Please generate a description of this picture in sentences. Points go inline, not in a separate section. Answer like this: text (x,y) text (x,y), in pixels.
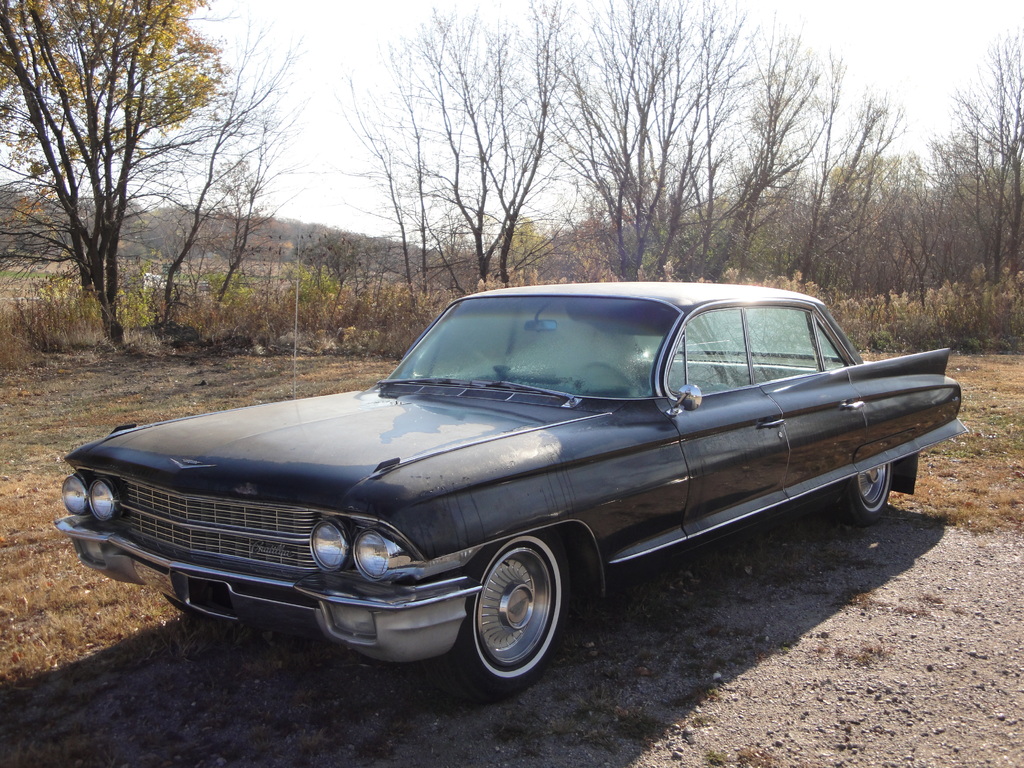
We can see a black color car (603,494) on the ground (359,744). In the background (46,239) there are trees (108,313), grass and sky (346,101) and on the left side (146,276) we can see a white color object (157,282).
